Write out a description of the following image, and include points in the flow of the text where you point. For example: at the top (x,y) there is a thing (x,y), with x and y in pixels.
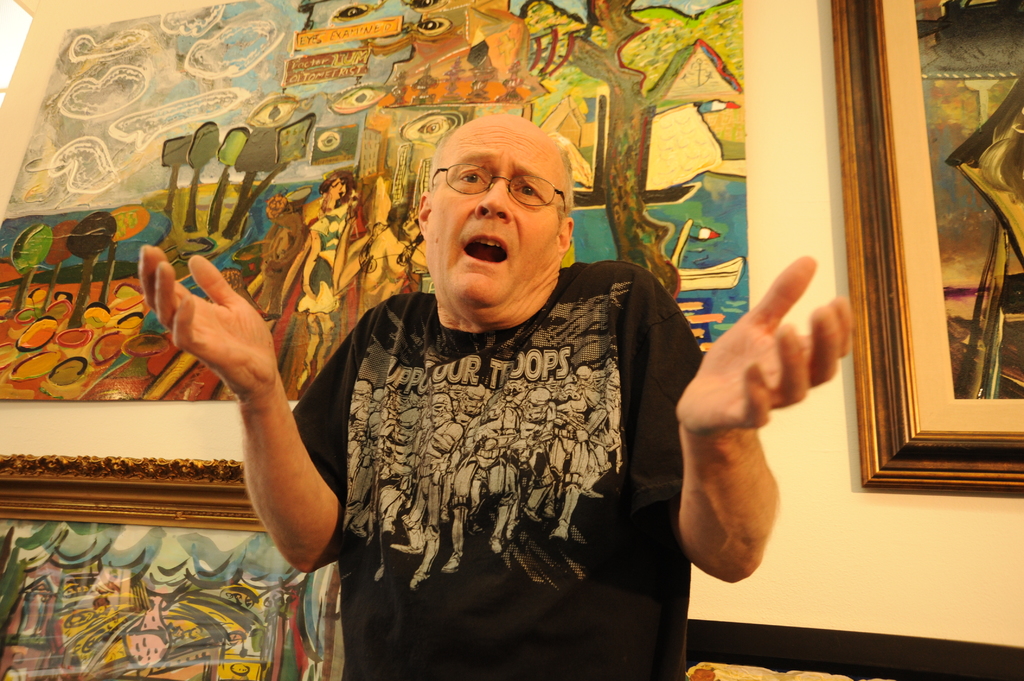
In the image there is a man (530,382) standing in front of the paintings (155,153), he is expressing something.
